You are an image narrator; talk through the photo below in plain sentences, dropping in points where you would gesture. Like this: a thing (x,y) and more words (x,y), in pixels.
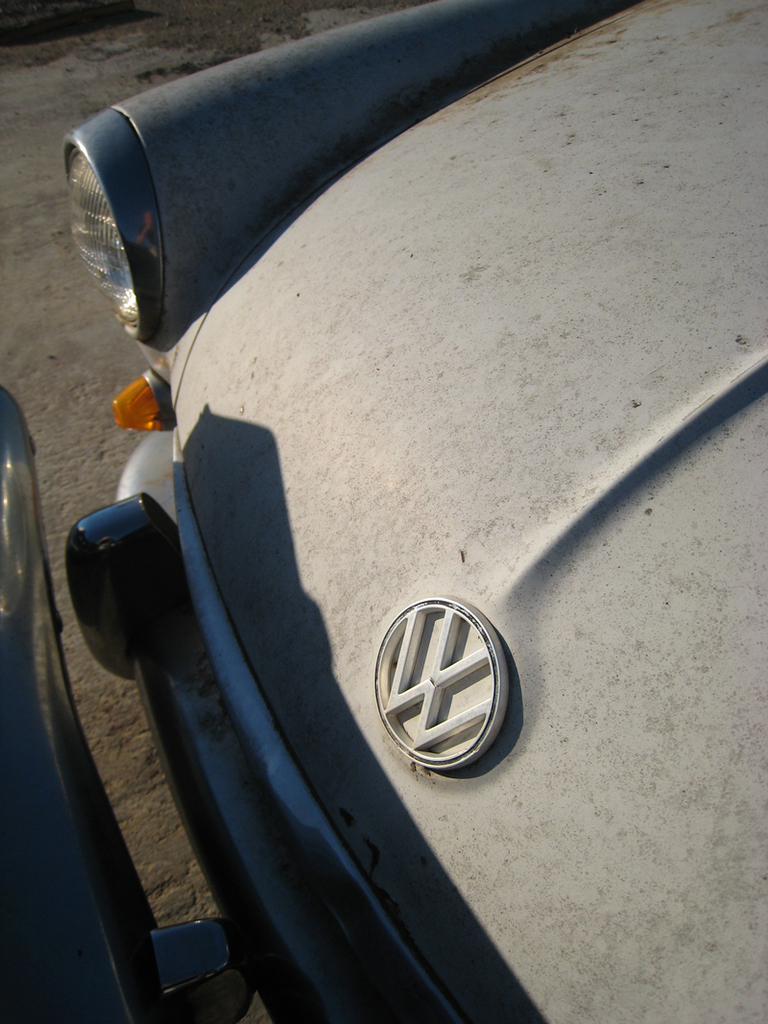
In the image there is a vintage car (467,485) with another car (69,715) in front of it on the road (48,181).
